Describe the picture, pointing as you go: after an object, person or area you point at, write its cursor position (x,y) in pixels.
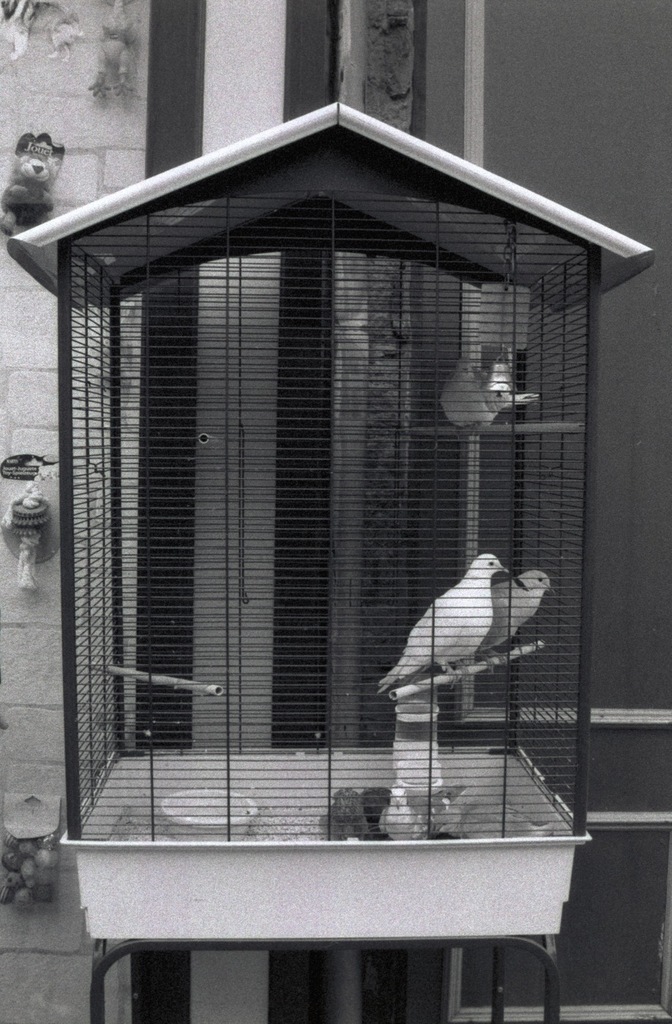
In this black and white image, we can see birds (487,573) in a cage (321,176) in front of the wall (201,137). There is a teddy bear (48,162) in the top left of the image (36,168).
